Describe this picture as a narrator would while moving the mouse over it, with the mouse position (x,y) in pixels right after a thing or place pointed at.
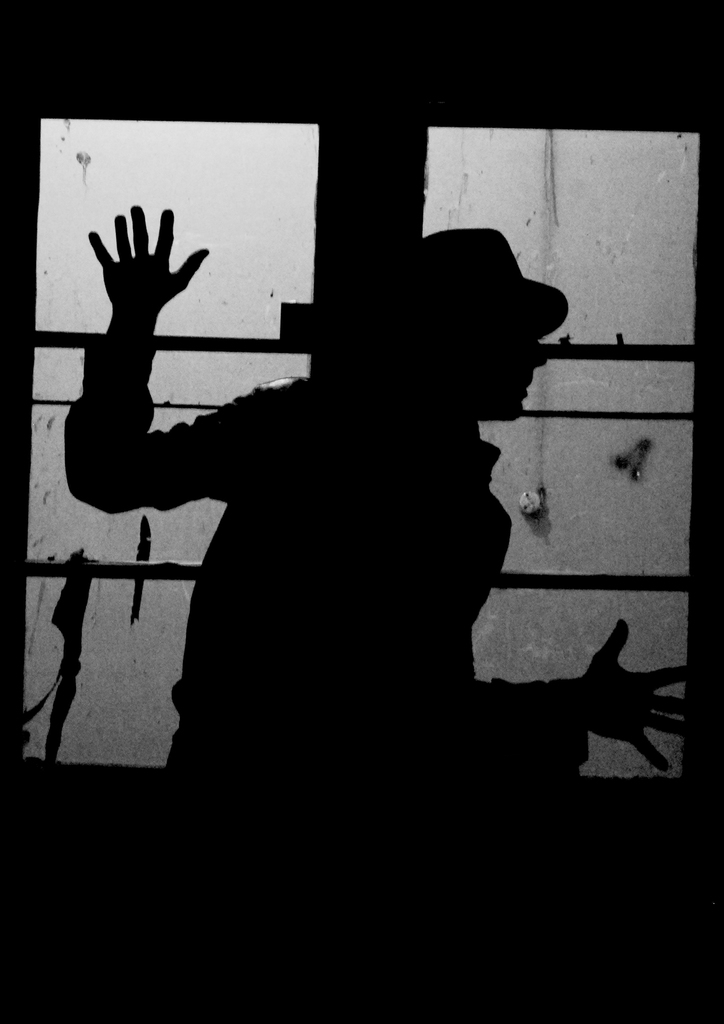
Here we can see a person (443,452) and this is glass (590,458).
